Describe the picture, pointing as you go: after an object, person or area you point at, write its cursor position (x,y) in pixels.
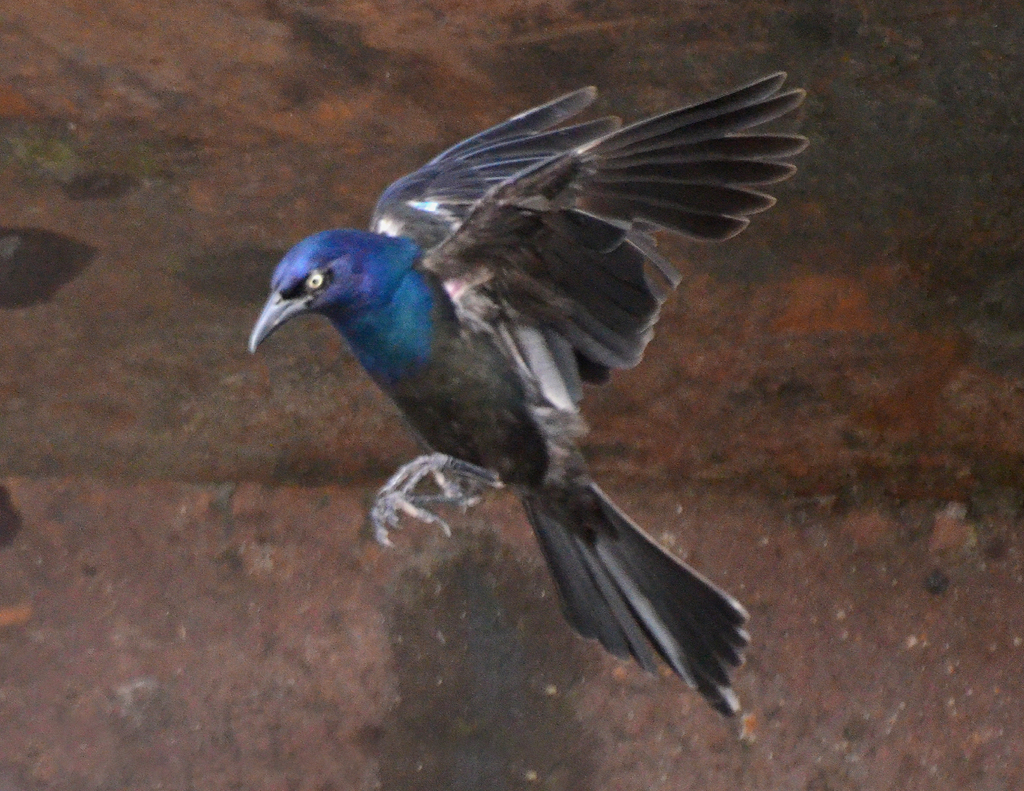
Here I can see a bird (483,406) is flying in the air (372,452) towards the left side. The background (1,407) is in brown color.
